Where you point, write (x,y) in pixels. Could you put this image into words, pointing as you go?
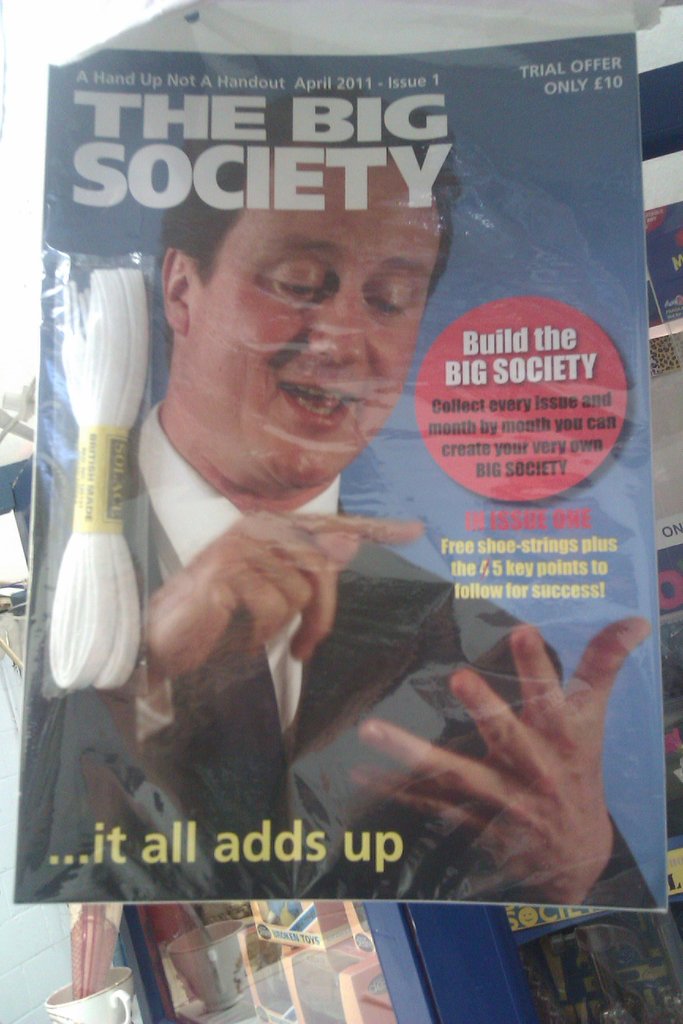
In this image we can see a banner (267,594) with image (275,523) and text (249,128). In the back (233,955) there is a glass wall (273,983). Also there is a cup (124,993) with some item (87,985). On the glass (219,975) we can see reflection (236,966) of cup (222,966). Also there are few other things (379,985) in the background (372,978).
